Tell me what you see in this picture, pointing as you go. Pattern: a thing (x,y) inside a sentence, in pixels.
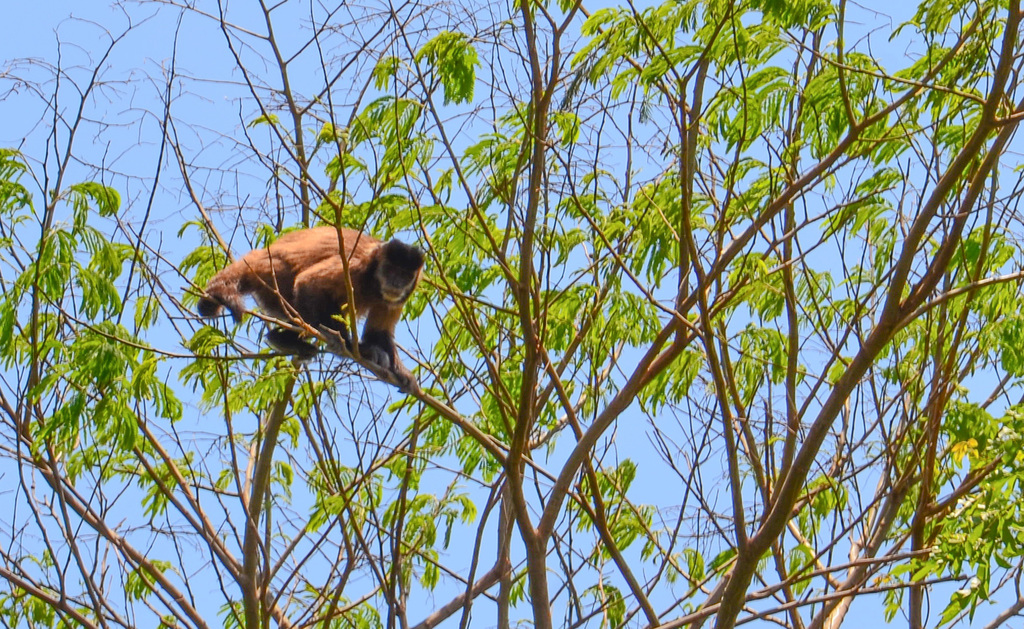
In this image we can see a monkey (234,301) on the branch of a tree (611,243). In the background (170,209) there is sky (740,470).
